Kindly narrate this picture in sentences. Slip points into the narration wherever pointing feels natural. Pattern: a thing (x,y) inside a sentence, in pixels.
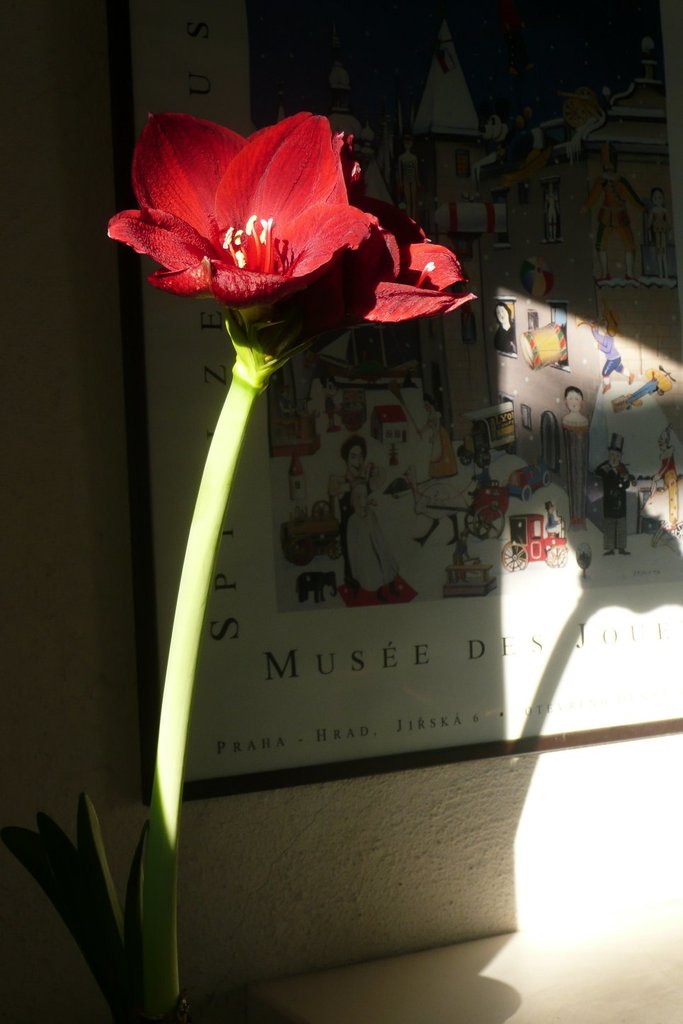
In this picture I can see flowers (170,153) with a stem (190,597), and in the background (436,197) there is a photo frame (304,631) attached to the wall (267,813).
